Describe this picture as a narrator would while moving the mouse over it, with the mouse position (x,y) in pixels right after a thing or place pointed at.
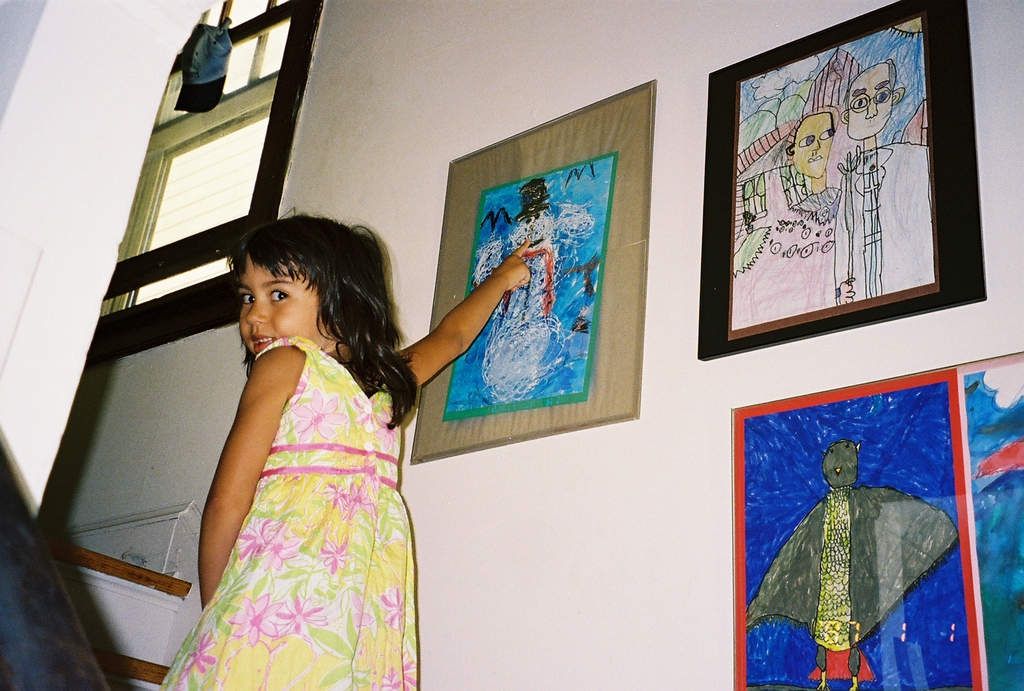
In the image a girl (271,372) is standing and smiling. Behind her there is a wall (999,135), on the wall (999,135) there are some drawings (857,498) and there is a window (232,33), on the window (251,18) there is a cap (196,89).
